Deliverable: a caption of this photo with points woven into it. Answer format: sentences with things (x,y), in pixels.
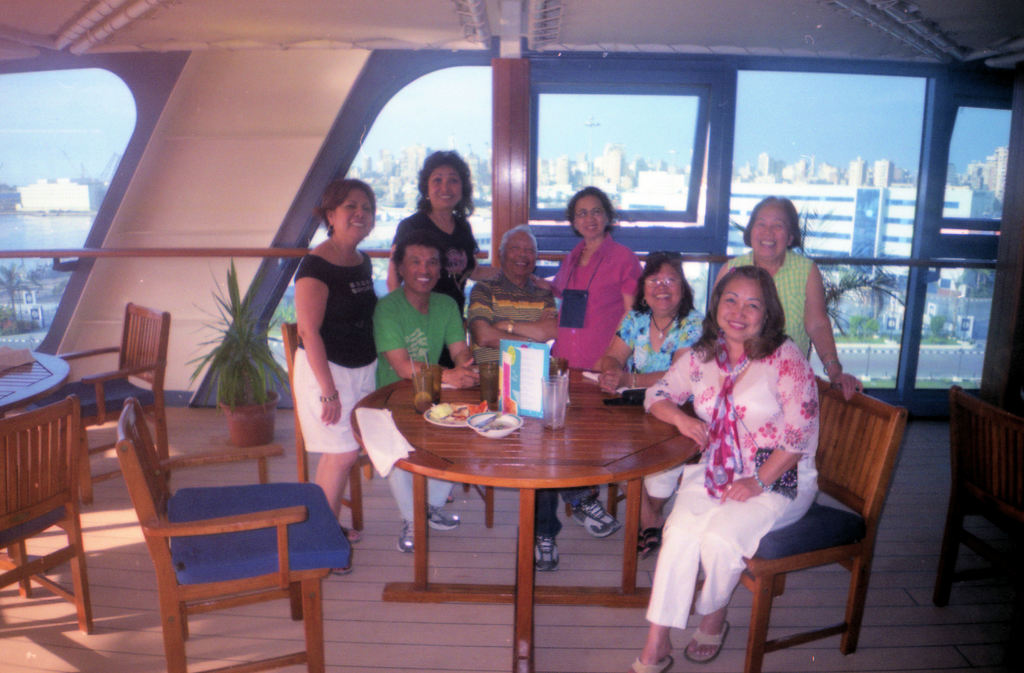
In the center (505,319) we can see four persons (684,435) were sitting on the chair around the table (574,421). And four more persons (366,321) were standing and they were smiling. in the background (210,210) we can see wall (193,220), tables (57,371), chairs (54,413), plant (251,371), glass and building (630,181).
